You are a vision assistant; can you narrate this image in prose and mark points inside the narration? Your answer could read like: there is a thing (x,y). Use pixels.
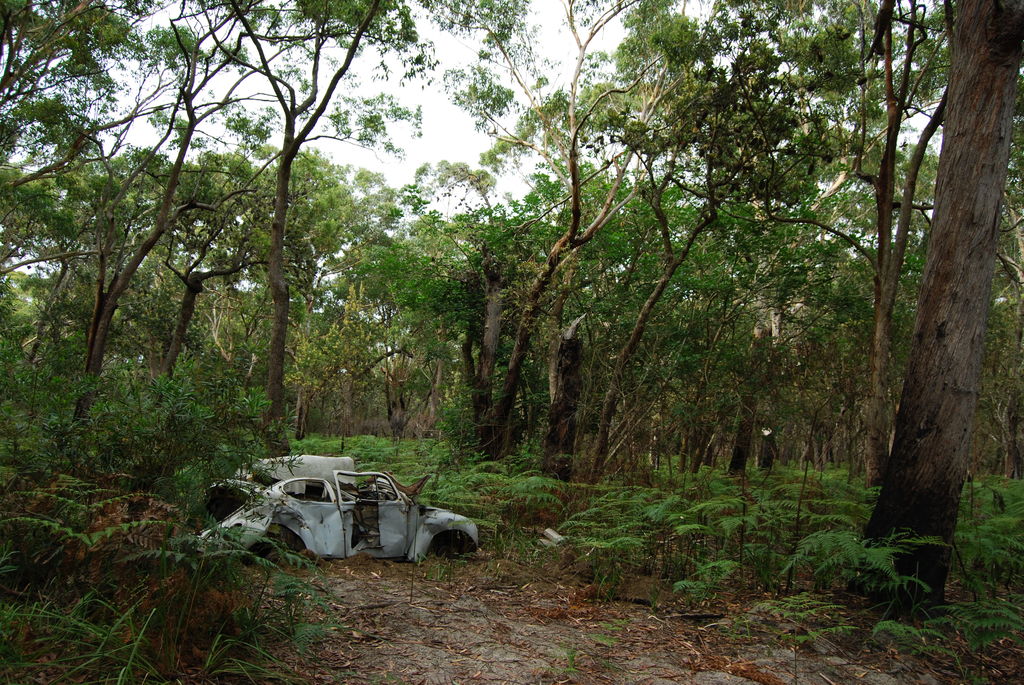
In this image we can see a damaged car (372,482) on the ground (542,596), shredded leaves (588,597), plants (14,610), shrubs (214,626), trees (223,163) and sky (456,154).
